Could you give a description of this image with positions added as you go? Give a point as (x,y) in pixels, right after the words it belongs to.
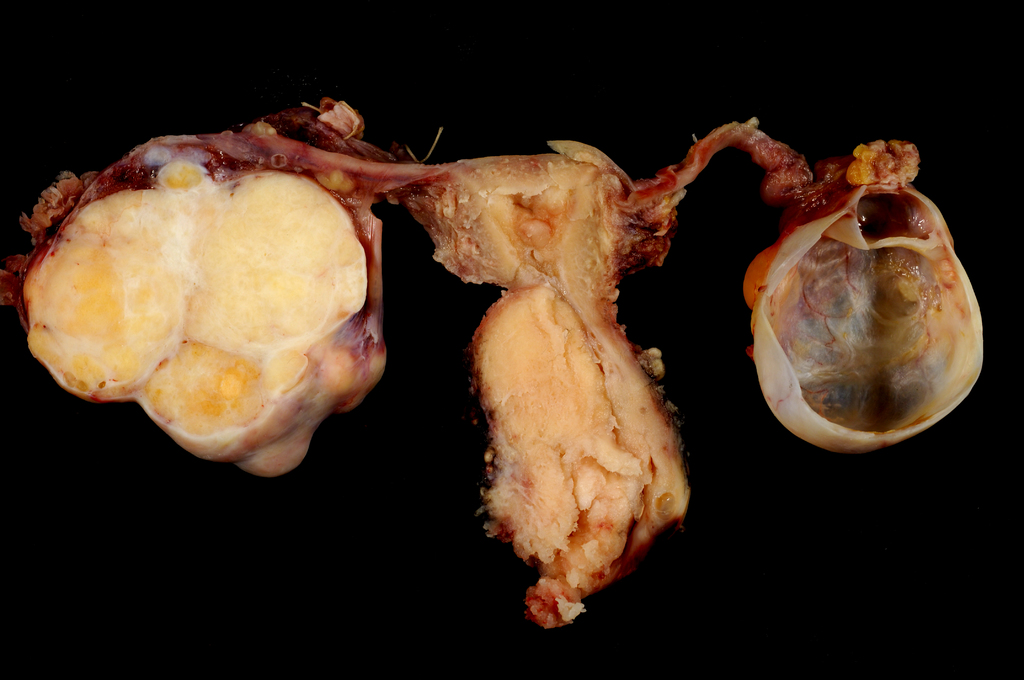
In this picture I can see there is some meat (505,432) and the backdrop (760,506) is dark.
